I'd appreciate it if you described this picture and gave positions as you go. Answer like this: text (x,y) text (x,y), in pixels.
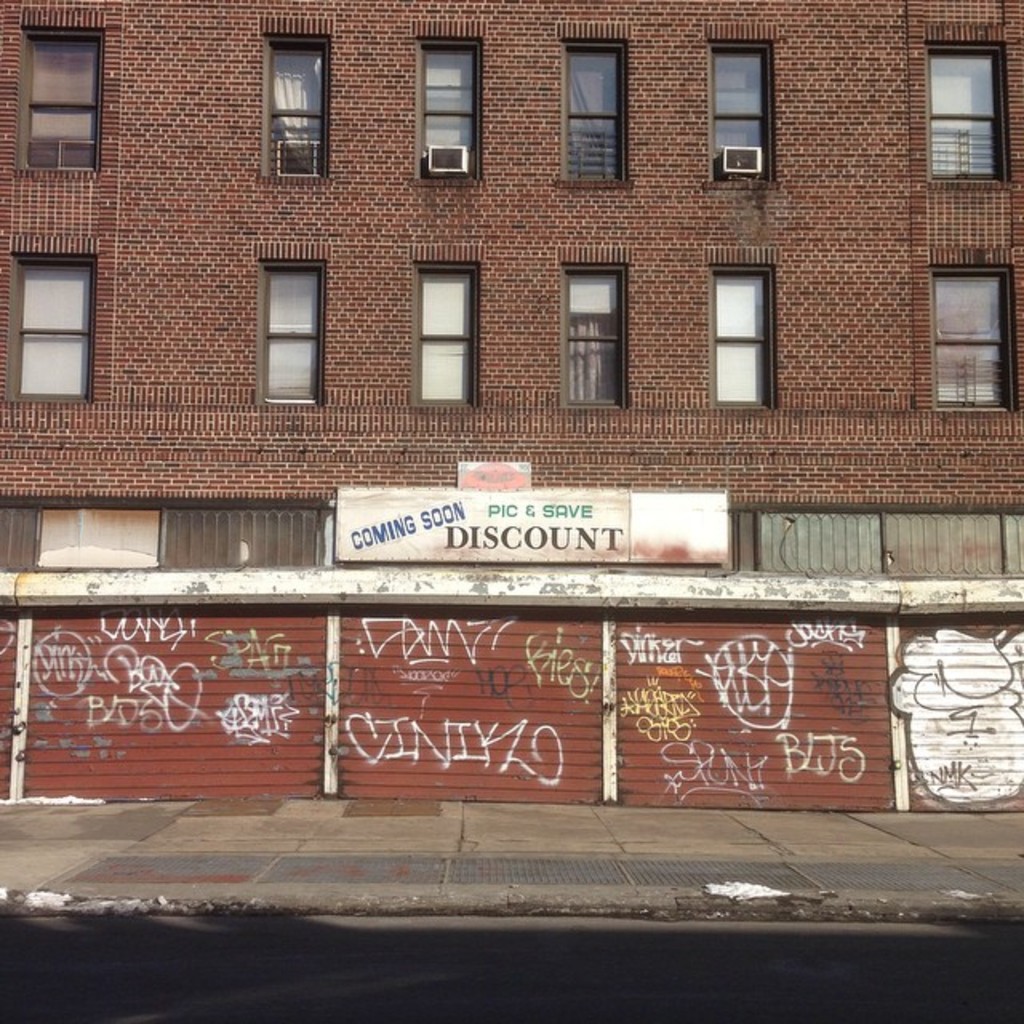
In this picture we can see a hoarding (412,522) and a building (406,281), and also we can see few air conditioners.
